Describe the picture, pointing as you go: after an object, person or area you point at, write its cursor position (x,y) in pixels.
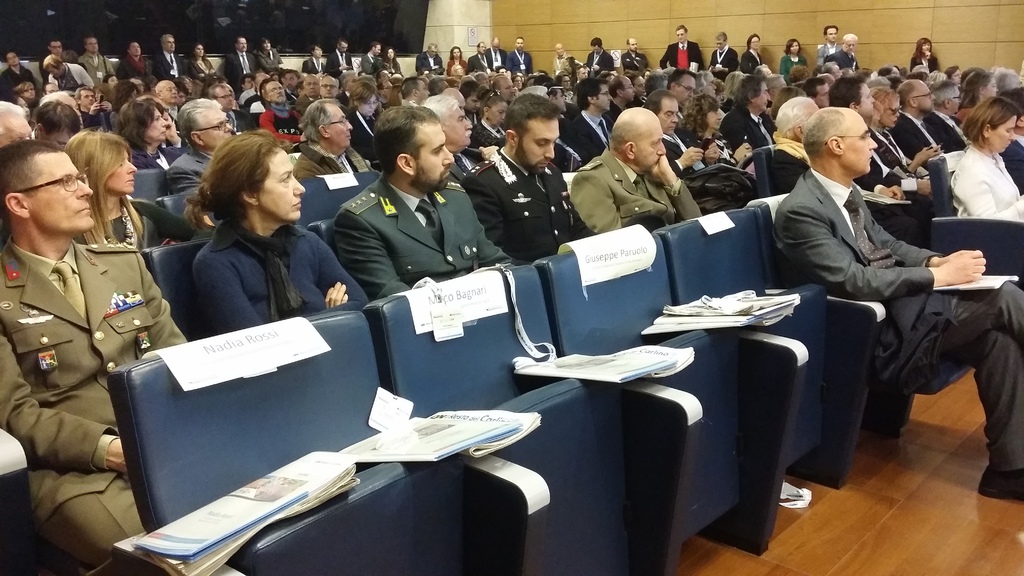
In this picture we can see a group of people (524,220) are sitting on the chairs (843,317) and some of them are standing and some of them are wearing suits (911,282), uniforms (348,252). At the bottom of the image (179,532) we can see the books (294,477), papers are present on the chairs (669,390), and also we can see the floor (964,488). On the papers (443,318) we can see the text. At the top of the image (544,34) we can see the wall (554,19), board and glass (372,11).
